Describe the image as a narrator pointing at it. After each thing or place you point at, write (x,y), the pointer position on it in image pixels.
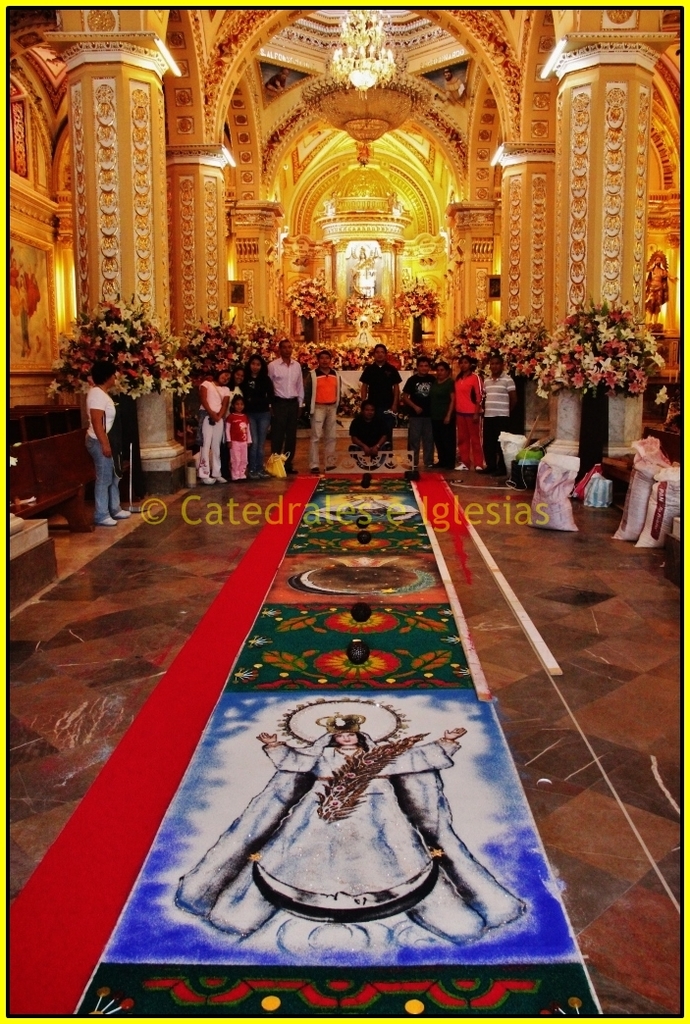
In the foreground (238,617) I can see an art (371,634) on the floor (565,631), text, group of people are standing and bags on the floor (538,604). In the background (568,441) I can see flower vases (170,368), pillars (259,306), lights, chandeliers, idols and wall paintings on a wall (436,278). This image looks like a photo frame taken may be in a church (300,62).
